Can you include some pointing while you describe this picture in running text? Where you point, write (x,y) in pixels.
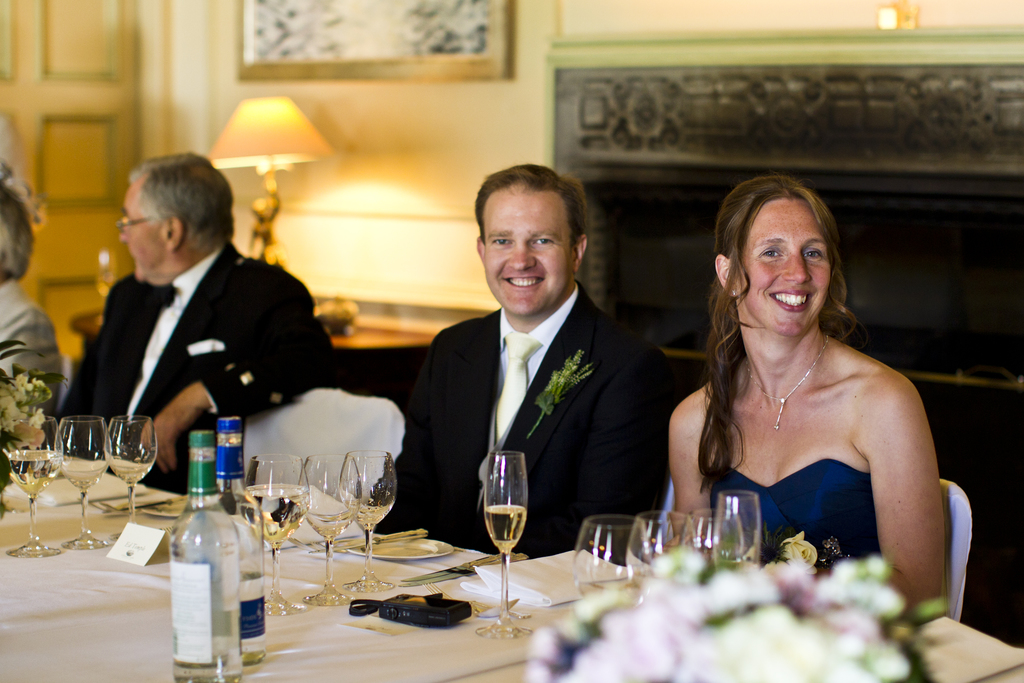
It is a restaurant (261,467) and in front of the table (465,623) there are total four people (499,415) sitting two men (276,312) and a woman (744,391) and the last person (35,330) picture is not clear, on the table (468,595) there are many glasses (279,519) and bottles (260,531), plates (398,546) and napkin (493,581) and flower bouquets (690,664) are kept, in the background (335,112) there is a wall (334,90) and to the wall (358,81) there is a photo frame (372,47) and in front of the wall (313,238) there is a lamp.
